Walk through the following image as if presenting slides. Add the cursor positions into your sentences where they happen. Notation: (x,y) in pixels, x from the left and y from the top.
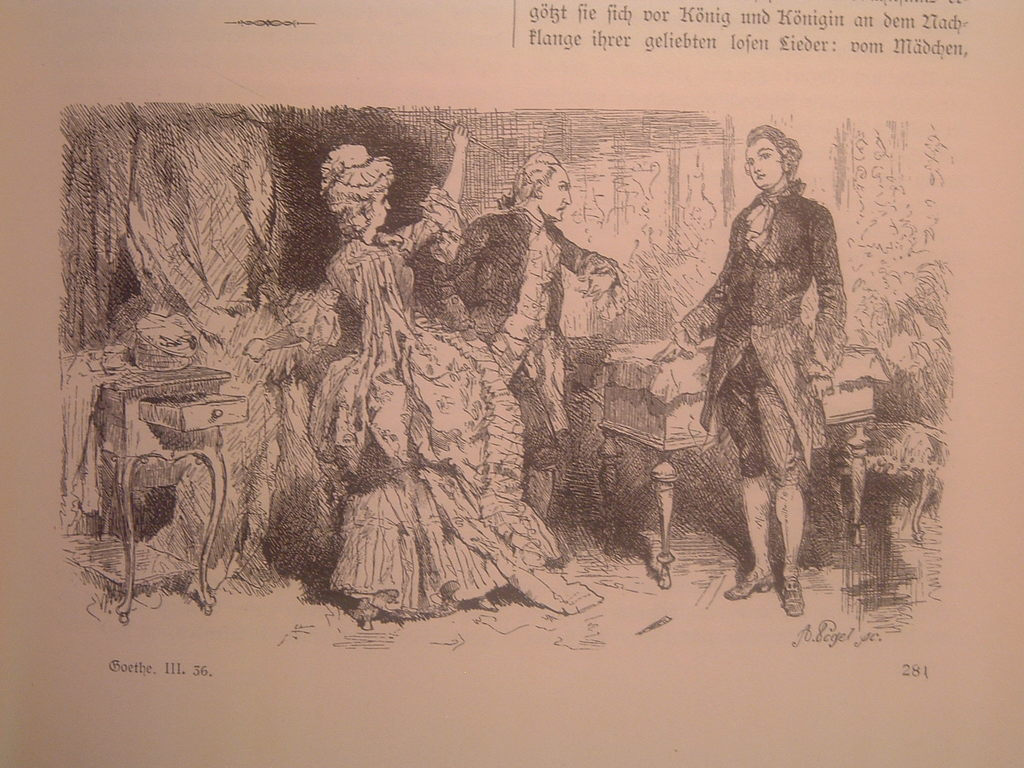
In this image I see the sketch (527,245) of 3 persons (543,371) and I see few things (609,390) and I see something is written over here and I see something is written over here too.
